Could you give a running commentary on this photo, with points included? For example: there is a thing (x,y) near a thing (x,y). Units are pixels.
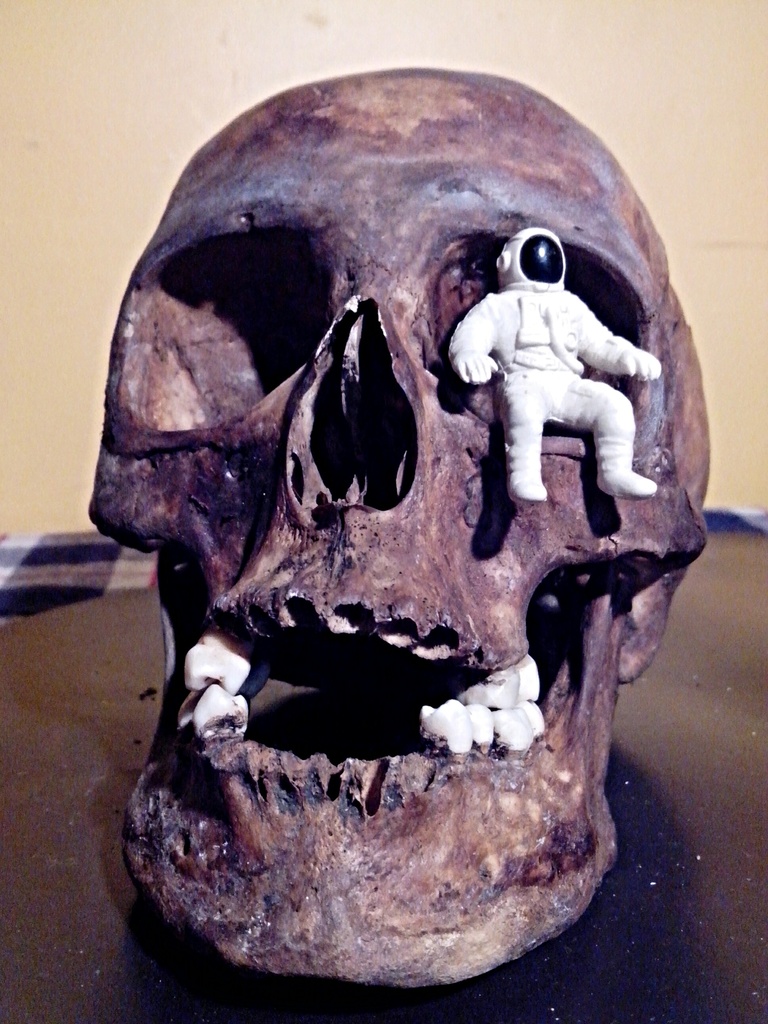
In this picture we can see a person's face skeleton (607,316). Here we can see a astronaut toy (519,336) who is sitting in the eye (614,327). On the bottom (635,982) there is a table (628,988). On the top (670,36) there is a wall (467,17).
